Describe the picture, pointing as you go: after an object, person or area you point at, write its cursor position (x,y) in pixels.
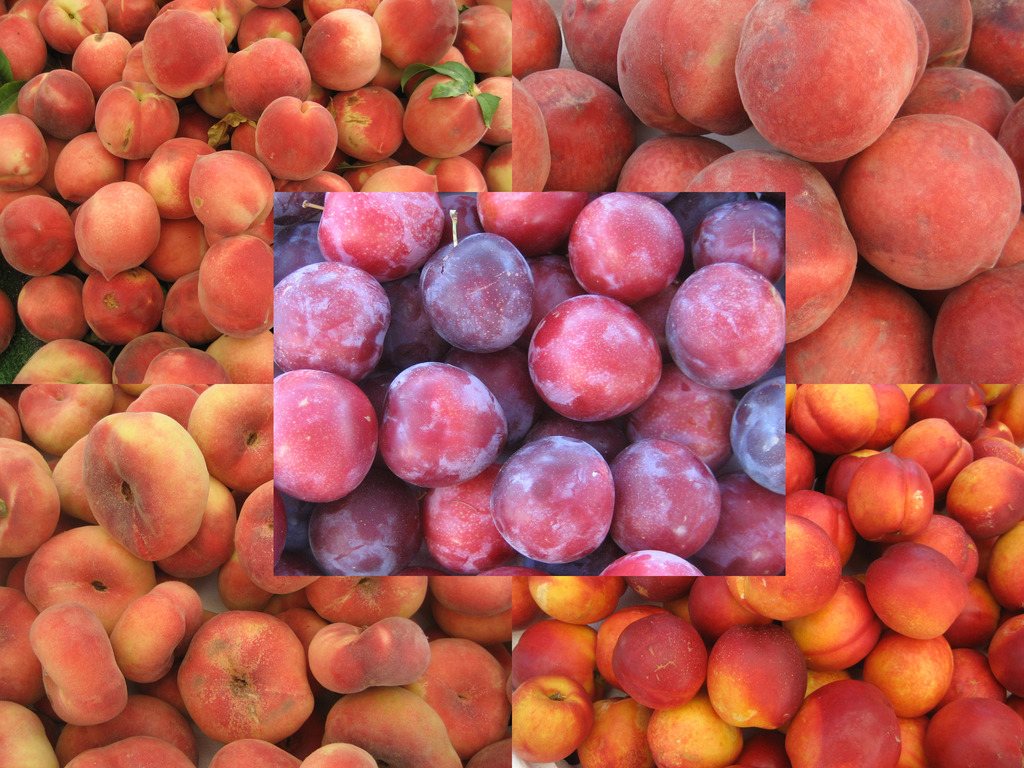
In this image we can see a collage picture of fruits (622,278).
